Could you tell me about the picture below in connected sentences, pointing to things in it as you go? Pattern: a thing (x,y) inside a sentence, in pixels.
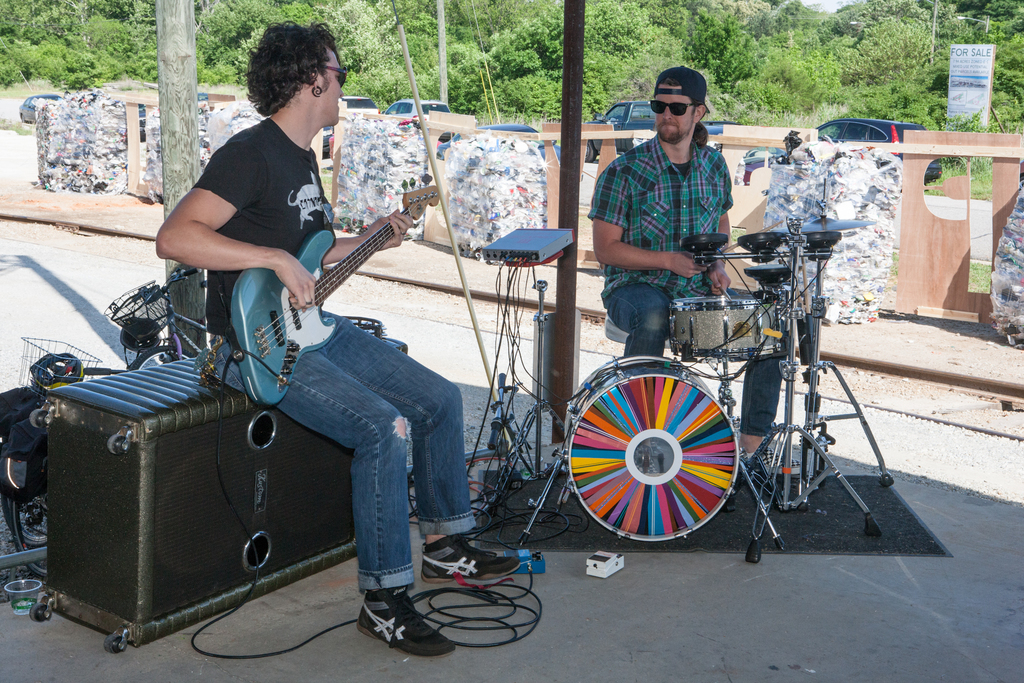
The person (283,249) in the left (283,249) is sitting on a speaker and playing guitar (328,282) and the person (641,200) in the right (686,231) is playing drums (713,255), In background (680,8) there are trees (515,46) and cars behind them.
